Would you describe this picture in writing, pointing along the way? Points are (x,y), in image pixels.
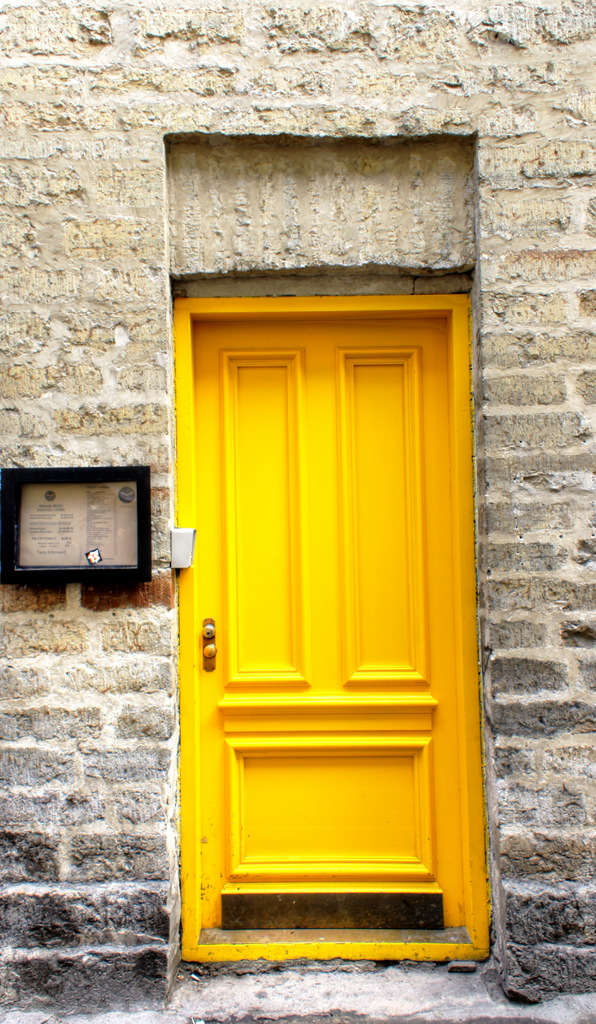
There is an yellow color wooden door (373,544) which is attached to the brick wall (588,239) on which, there is a black color box (136,472) in which, there are documents (116,517).
